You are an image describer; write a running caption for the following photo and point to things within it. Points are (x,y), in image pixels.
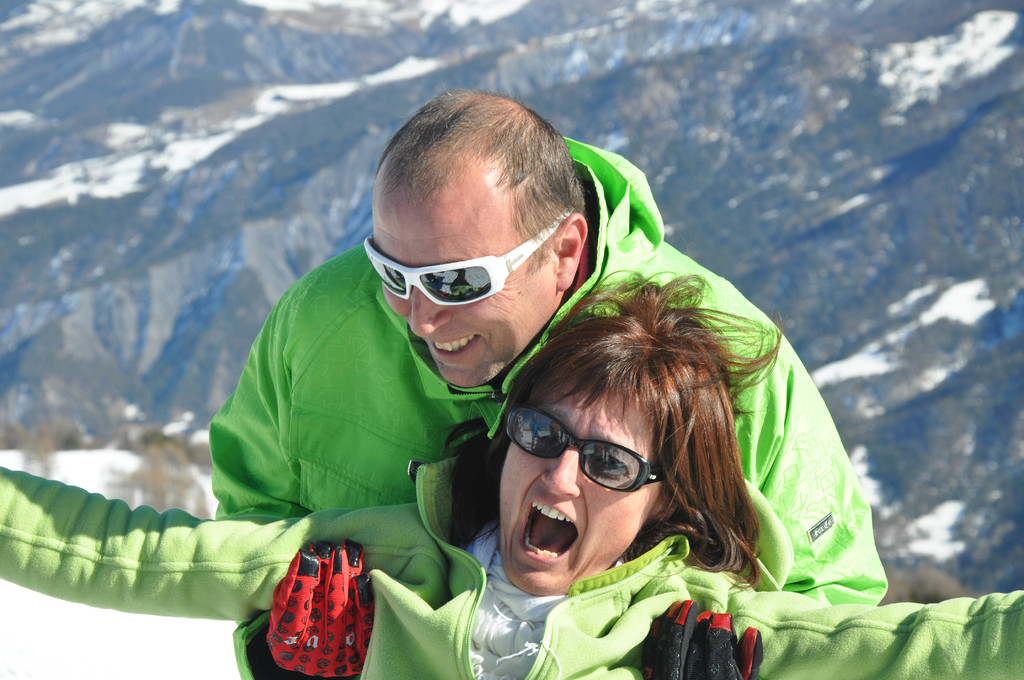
There is a person (305,322) in green color coat (323,388) wearing sunglasses (464,291), smiling and holding a woman (830,632) who is in green color coat (987,617) and is laughing. In the background (863,280), there are trees (108,218) and snow (113,160) on the mountains (524,81).
